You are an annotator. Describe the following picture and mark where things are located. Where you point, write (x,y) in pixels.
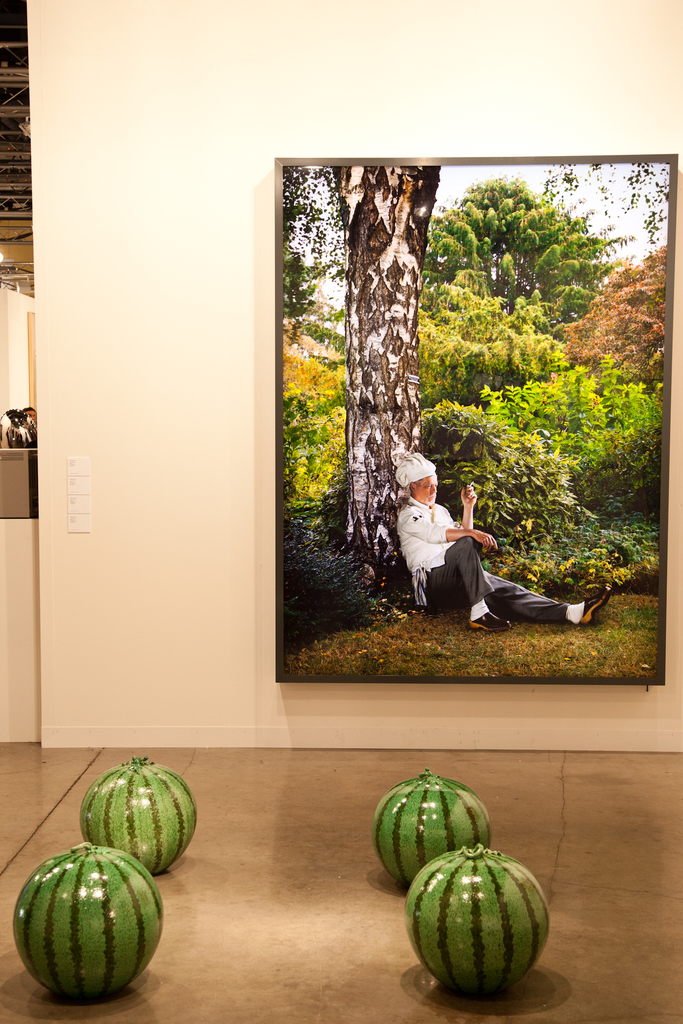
This image is clicked inside. There is a photo frame (422,641) on the right side (497,392). In that photo frame (444,410) there are trees (468,295) and a man (437,530) sitting near the tree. There are four watermelons (401,839) in the bottom (493,898).
